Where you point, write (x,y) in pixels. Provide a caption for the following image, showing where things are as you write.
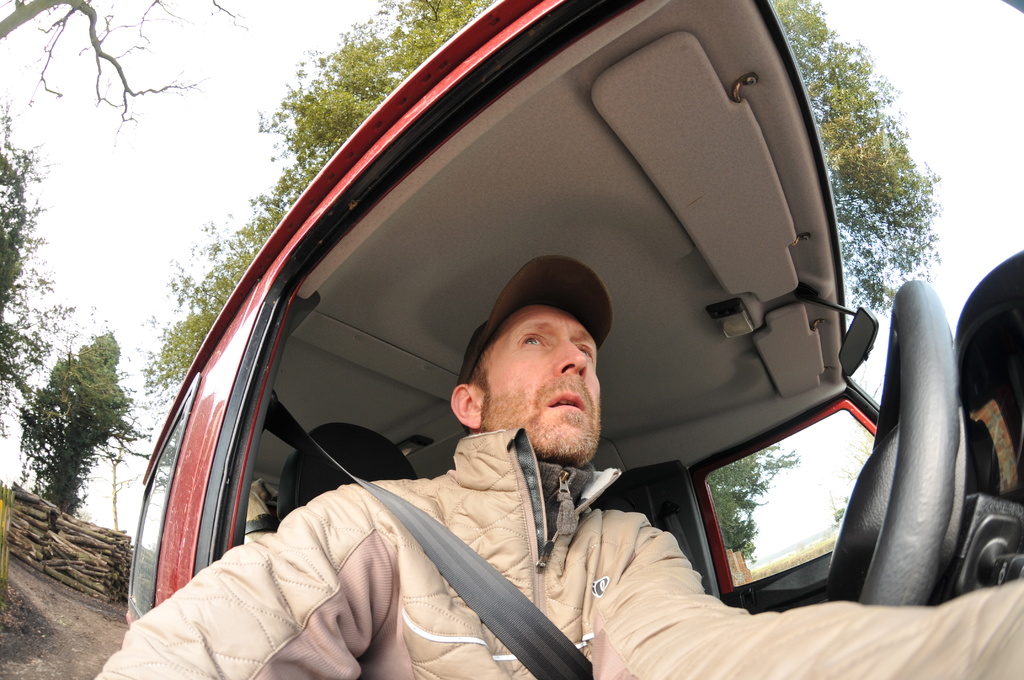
In this image we can see a man (534,471) sitting in the car (297,375), and here are the trees (296,140), and at above here is the sky (126,327), and here are the wooden logs (65,551).
